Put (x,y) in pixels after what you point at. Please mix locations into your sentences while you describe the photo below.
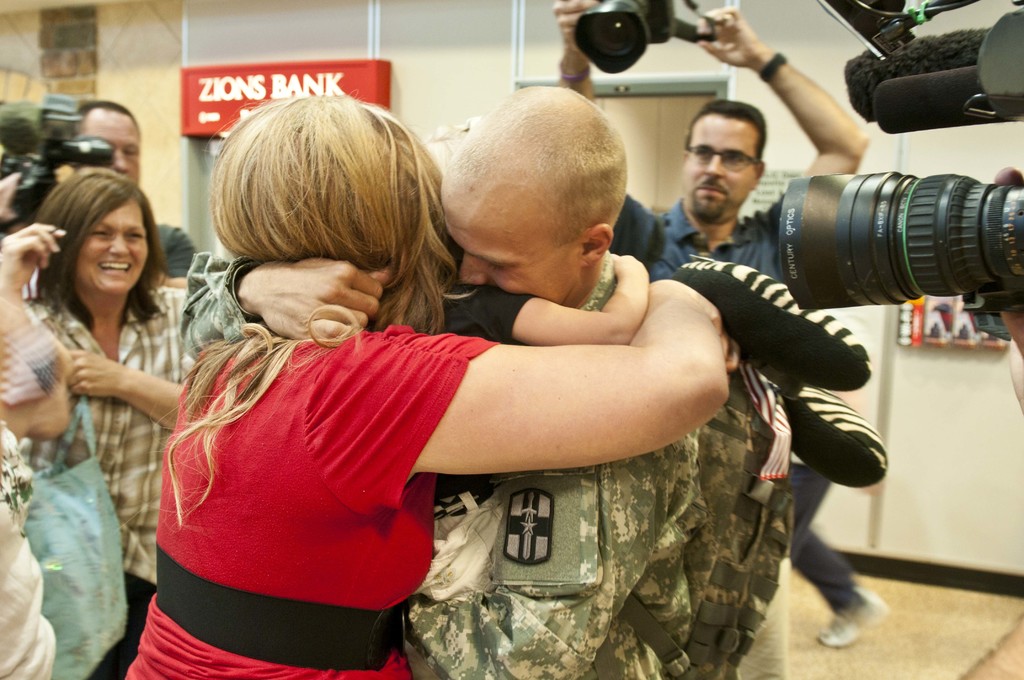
In this image are group of peoples (327,256). In the front (448,403) couple (495,439) is hugging each other with a boy (497,318) in the center (498,313). In the background (706,218) camera man (706,205) is holding the camera (624,18) and shooting this video. At the right side (893,227) there is a camera (895,204). At left side (101,323) woman (127,339) standing holding a bag (93,525) is having smile on her face (108,250), and camera man (101,138) is holding a camera (39,163). In the background (234,92) there is a board (226,92) with the name zions bank (276,80) and there is a wall (160,65).
